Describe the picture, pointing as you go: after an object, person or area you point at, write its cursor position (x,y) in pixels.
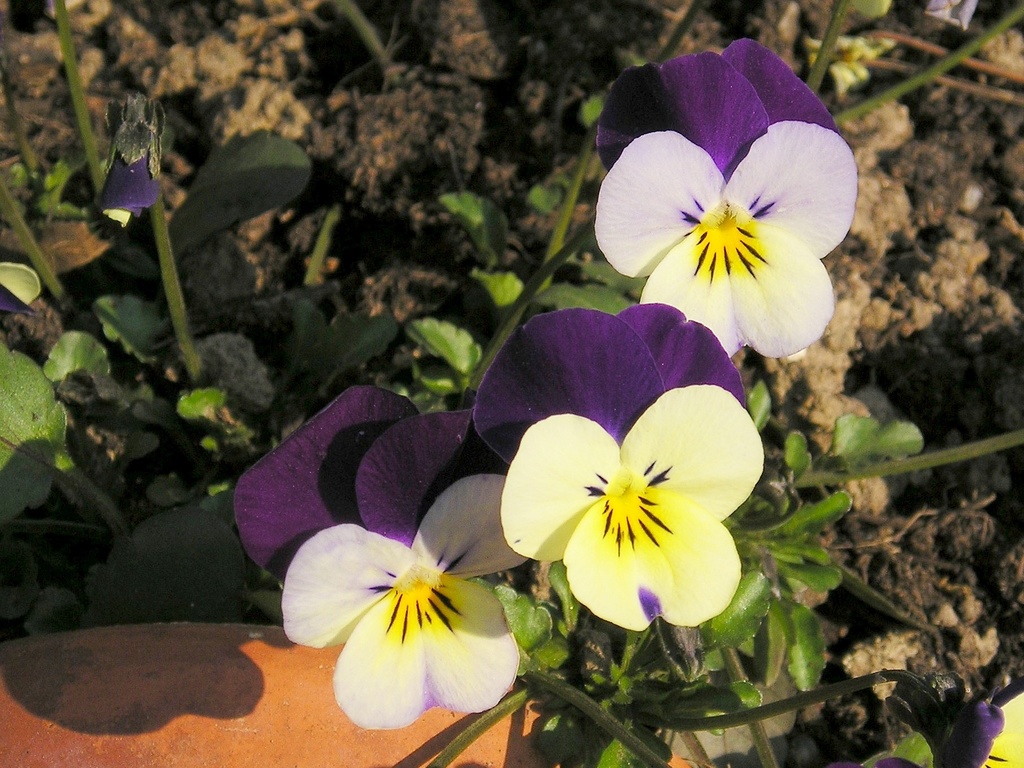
In this image we can see flowers (509,422) on a plant (523,624). In the background (308,132) there is soil (901,502).
